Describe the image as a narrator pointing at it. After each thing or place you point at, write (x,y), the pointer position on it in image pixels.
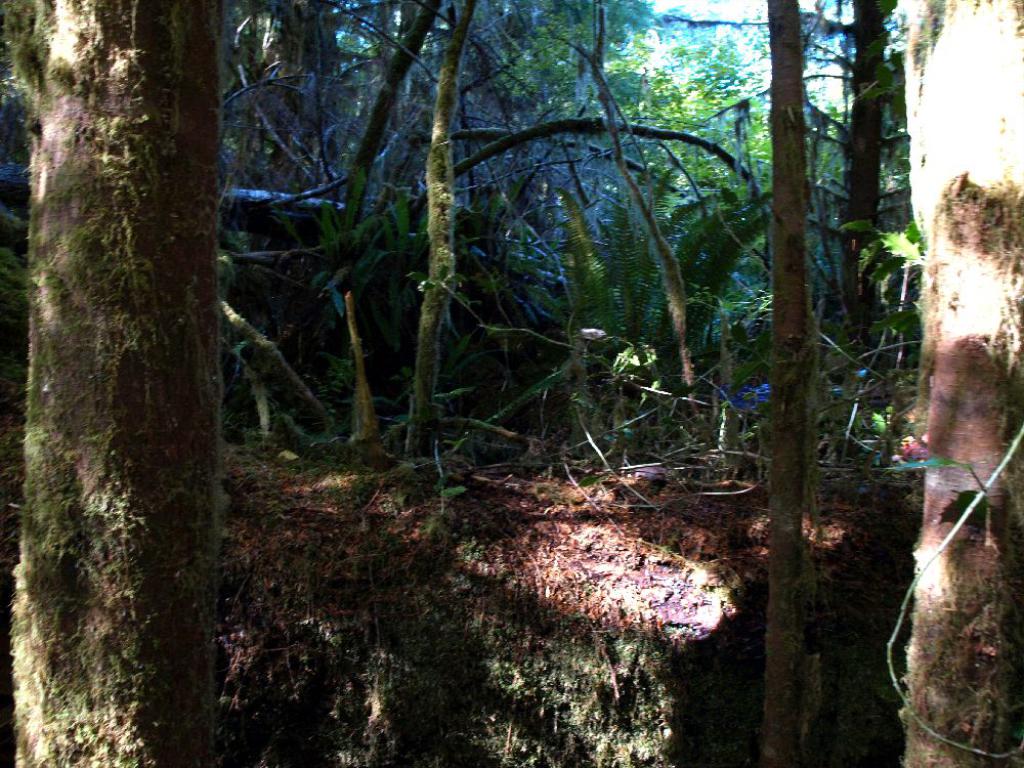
This picture might be taken from outside of the city. In this image, we can see some trees (1004,411) and plants (531,401). At the bottom (514,696), we can see a land (508,687) with some stones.
